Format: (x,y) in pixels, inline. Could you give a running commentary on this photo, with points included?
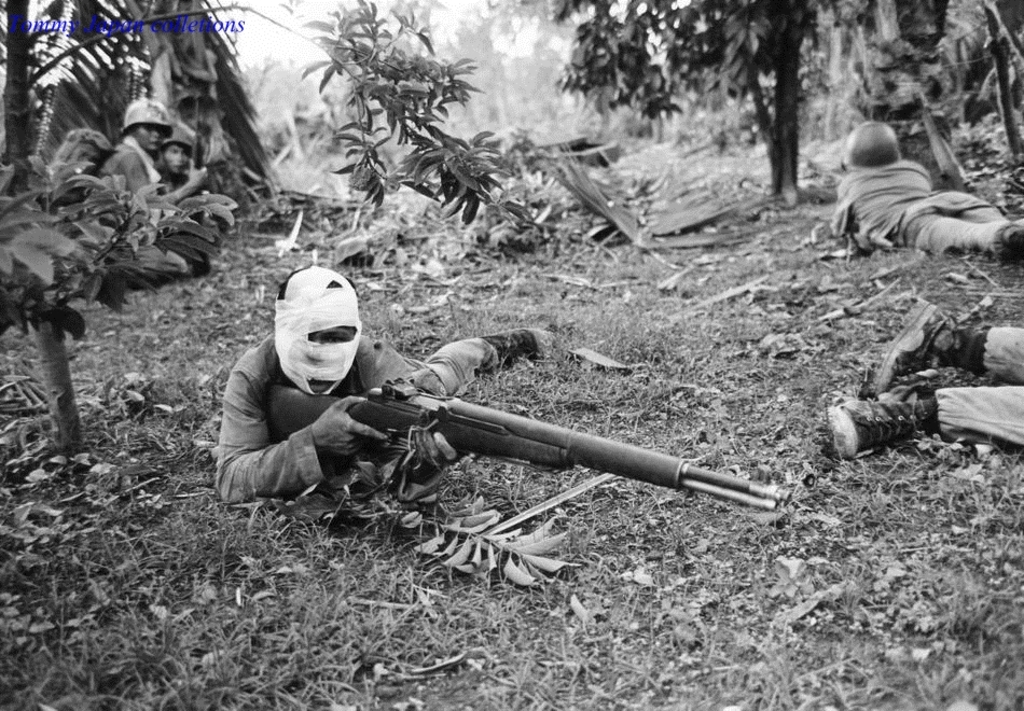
This is a black and white image in this image people (291,322) are holding guns (475,412) in their hands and laying on land (816,211), in the background (30,65) there are trees (165,34).
